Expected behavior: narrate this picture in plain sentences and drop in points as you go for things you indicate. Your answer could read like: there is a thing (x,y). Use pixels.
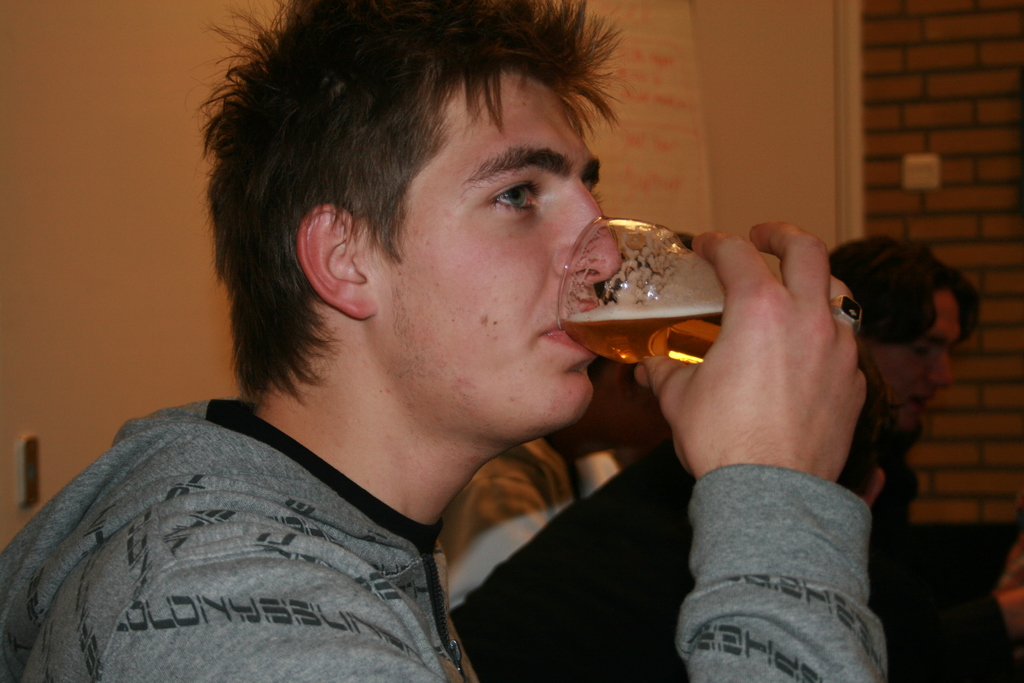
In this image I can see the group of people (524,539) with dresses (391,596). I can see one person (581,404) holding the glass (614,338). In the background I can see the white and brown color brick wall (867,140).
